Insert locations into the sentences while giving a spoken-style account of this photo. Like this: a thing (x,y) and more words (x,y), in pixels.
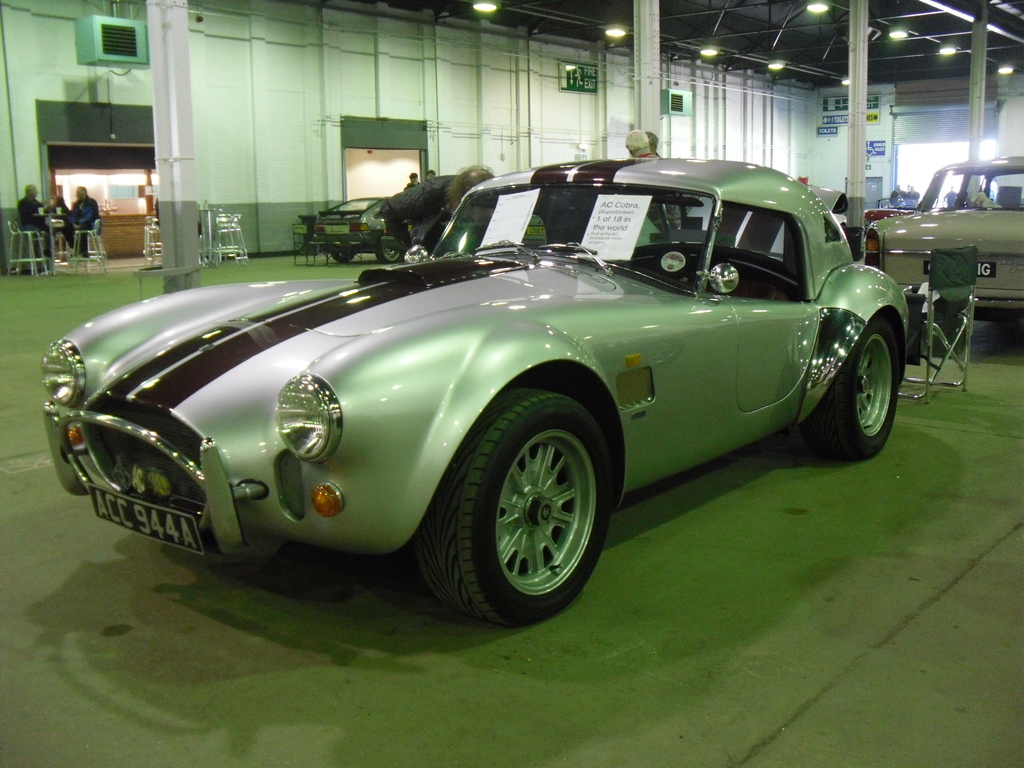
In this image I can see the ground (803,634) and a car (519,405) which is ash and brown in color. I can see two pages (596,232) attached to the windshield (590,210) of the car (568,202). In the background (92,192) I can see few persons (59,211) standing, few chairs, few persons (32,210) sitting on chairs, the wall (246,105), the ceiling (782,22), few lights (618,33) to the ceiling (756,49), few pillars (854,59) and few other vehicles (893,207).
